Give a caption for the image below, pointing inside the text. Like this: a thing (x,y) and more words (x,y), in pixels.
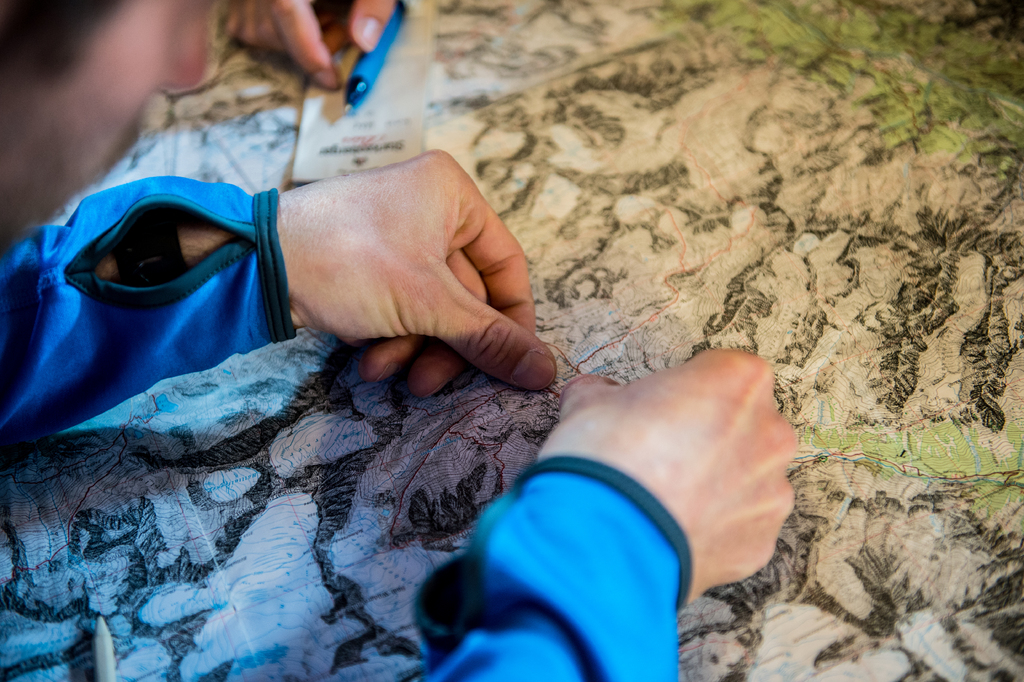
In this image we can see a person (375,379) keeping his thumb nails (539,382) on the map (458,443). We can also see a hand (373,45), pen (399,7), paper (399,84) and a pencil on the map (160,588).
